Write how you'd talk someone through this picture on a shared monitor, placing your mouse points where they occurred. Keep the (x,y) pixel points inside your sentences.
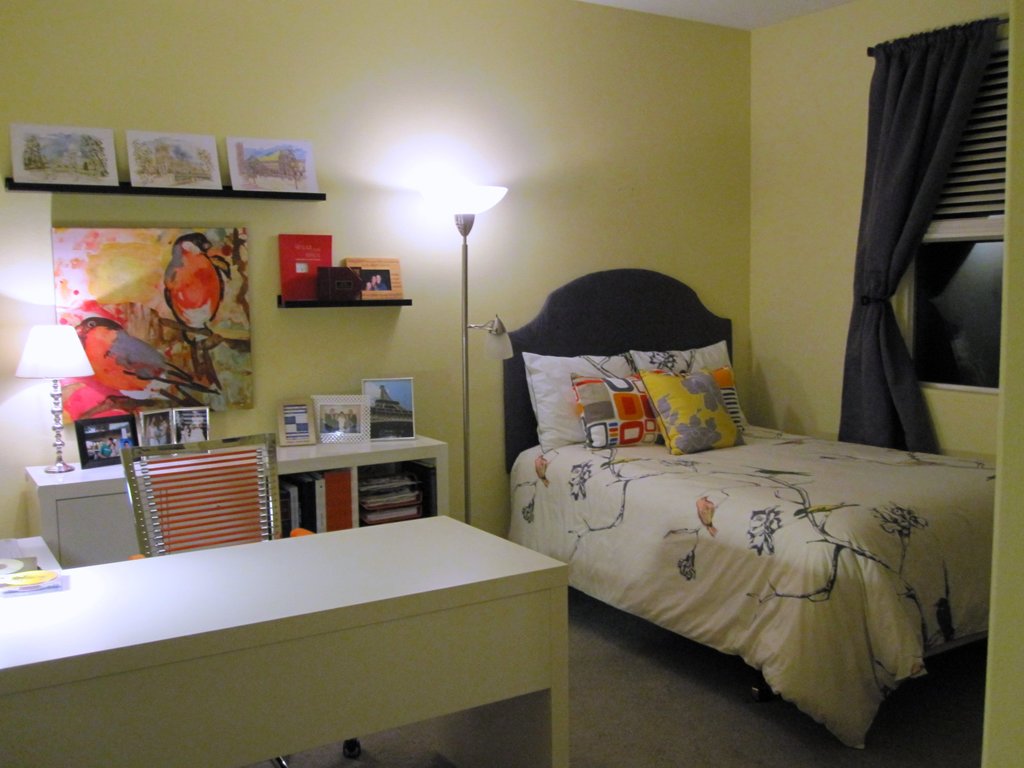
This is an inside view of a room (544,540). On the left side (272,618) there are two tables (346,633) and a chair (203,501). On the table (315,444) few photo frames (88,446) are placed. On the right side (790,493) there is a bed (713,492) on which few pillows (599,431) are placed and there is a curtain (899,233) to the window (957,281). In the background (245,303) there are few frames (195,302) attached to the wall (349,197). Beside the bed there is a lamp (464,228).
